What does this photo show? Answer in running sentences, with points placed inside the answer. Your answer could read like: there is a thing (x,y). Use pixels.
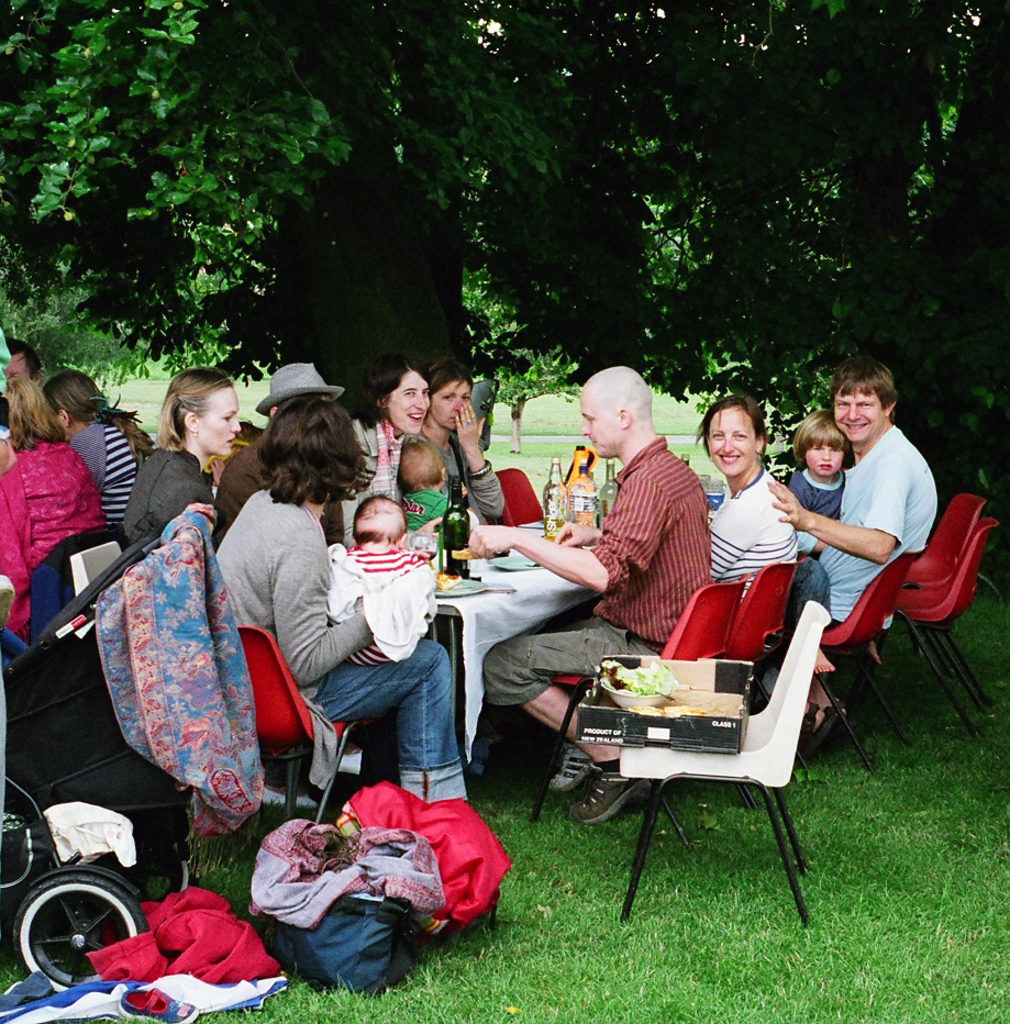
The picture is taken outside the garden (555,812) where people (612,812) are sitting on their chairs (539,812) and in front of the table (481,604). On the table (559,588) there are bottles (592,519), plates (477,594) and food (438,584) and at the left corner (190,878) there is one baby stroller (95,778) and some clothes (221,826) on it and a bag (362,907) is placed on the ground (614,937) and on the chair (792,707) there is one box (681,693) with some food (672,668) is present and behind them there are trees (180,170).
